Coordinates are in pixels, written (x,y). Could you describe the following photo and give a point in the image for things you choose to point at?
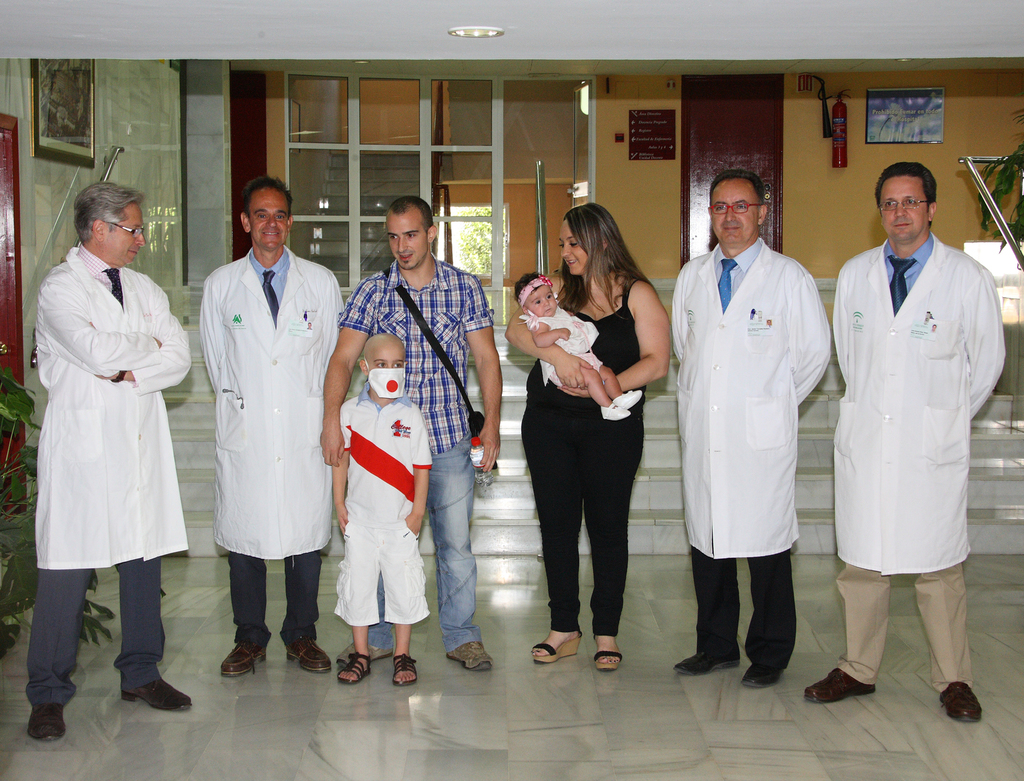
In this picture we can see a group of people (92,531) standing on the floor (472,712) where a woman (624,266) is carrying a child (622,393) with her hands (568,380) and in the background (820,103) we can see steps (975,448), fire extinguisher (827,130), door (748,102), wall (814,167), frame (938,95), plant (19,581).
